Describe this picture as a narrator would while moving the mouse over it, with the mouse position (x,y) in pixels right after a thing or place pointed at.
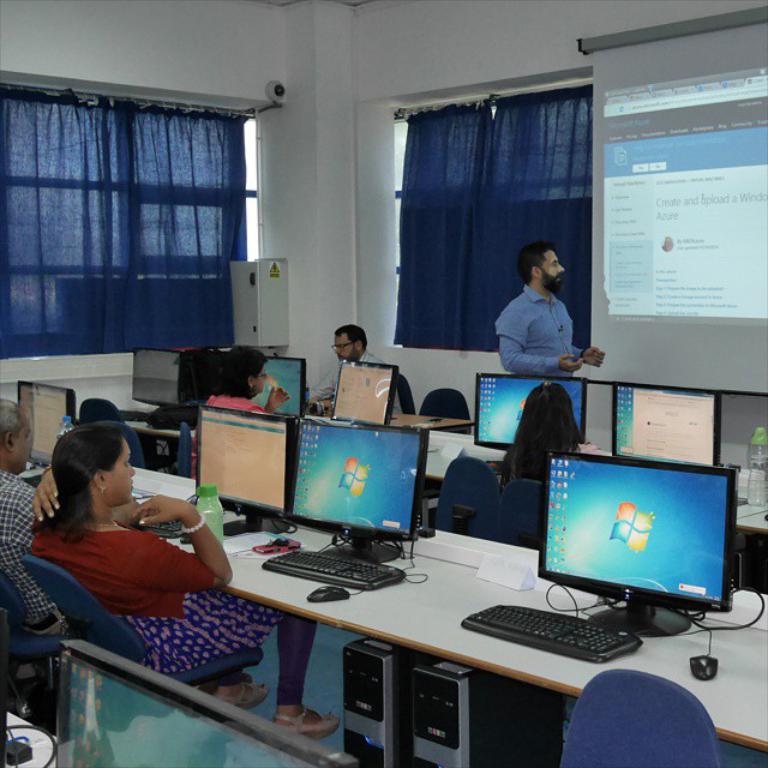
In this picture we can see some persons (5,428) are sitting on the chairs (625,730). This is table (408,623). On the table (438,623) there are monitors (404,520), keyboards (350,572), and mouse (713,662). On the background (323,155) there is a wall (377,213) and this is curtain (447,181). Here we can see a screen (689,241).
